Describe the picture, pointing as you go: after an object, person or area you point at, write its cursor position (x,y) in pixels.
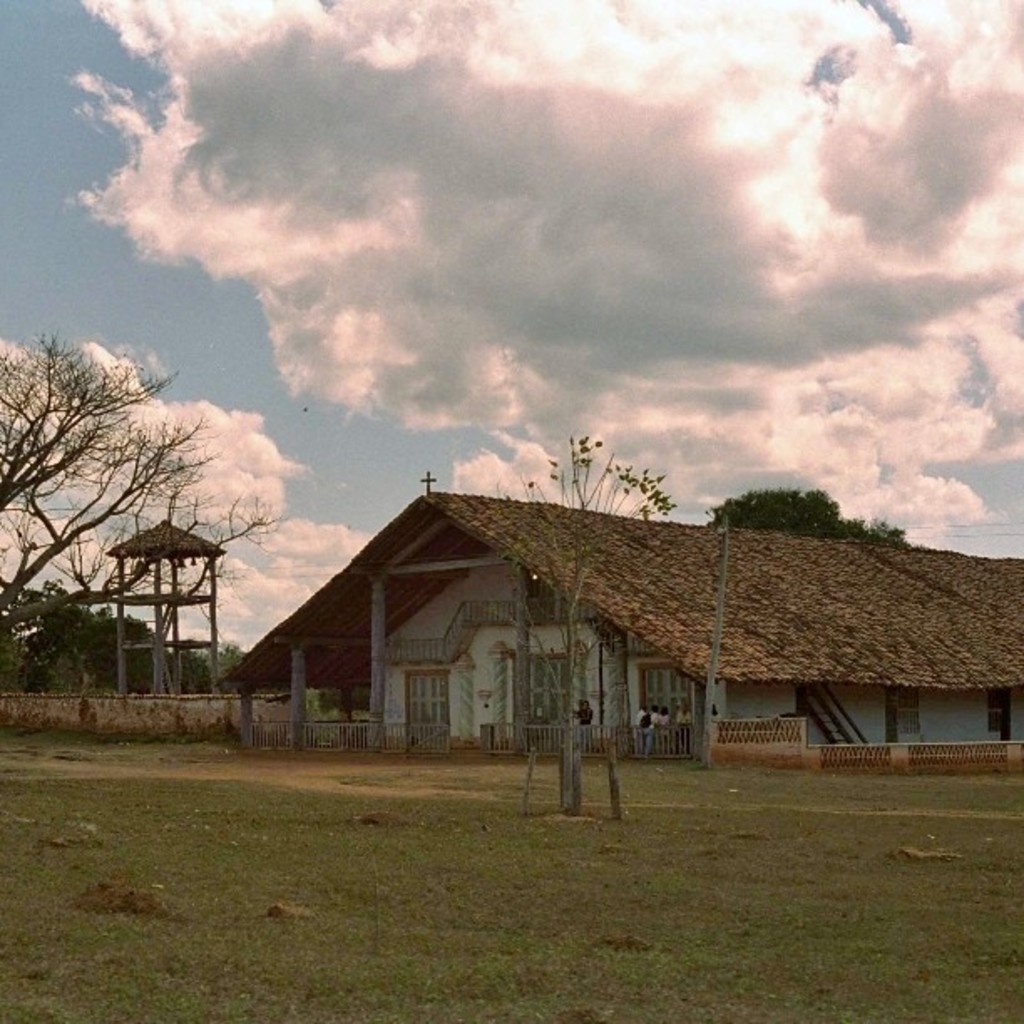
In this image there is a house (394,564), railing (358,728) and grass (111,782). There are trees (149,653), people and objects (174,550). In the background of the image (338,293) there is a cloudy sky (373,316).
